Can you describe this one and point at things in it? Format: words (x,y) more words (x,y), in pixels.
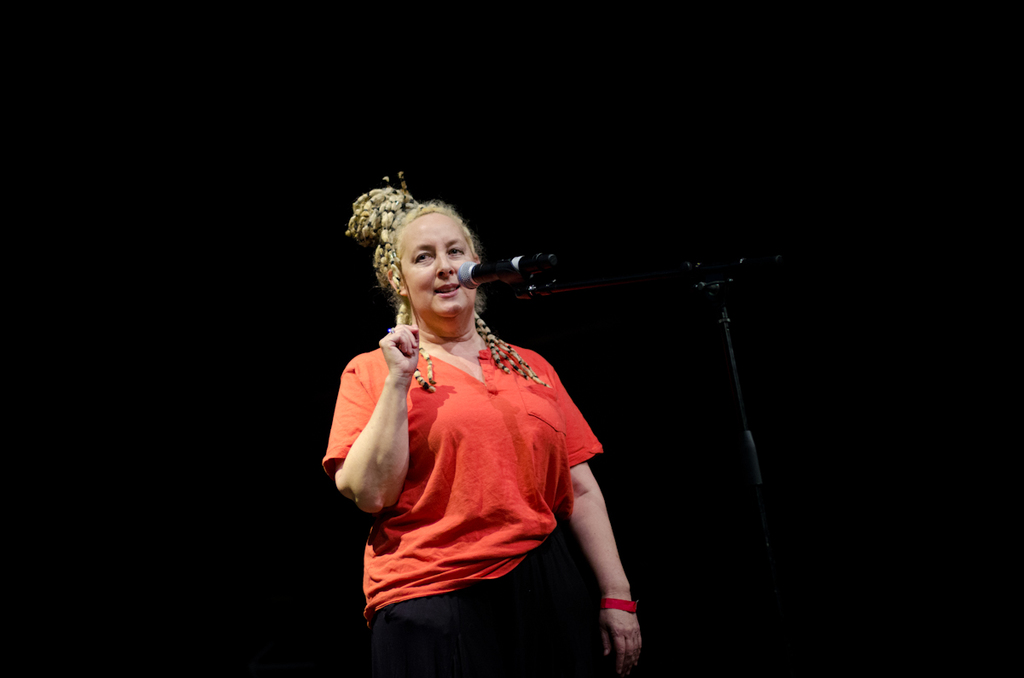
In this picture we can see a woman (408,413) standing. We can see a microphone (544,259) and a stand (706,271). Background (148,603) portion of the picture is completely dark.
